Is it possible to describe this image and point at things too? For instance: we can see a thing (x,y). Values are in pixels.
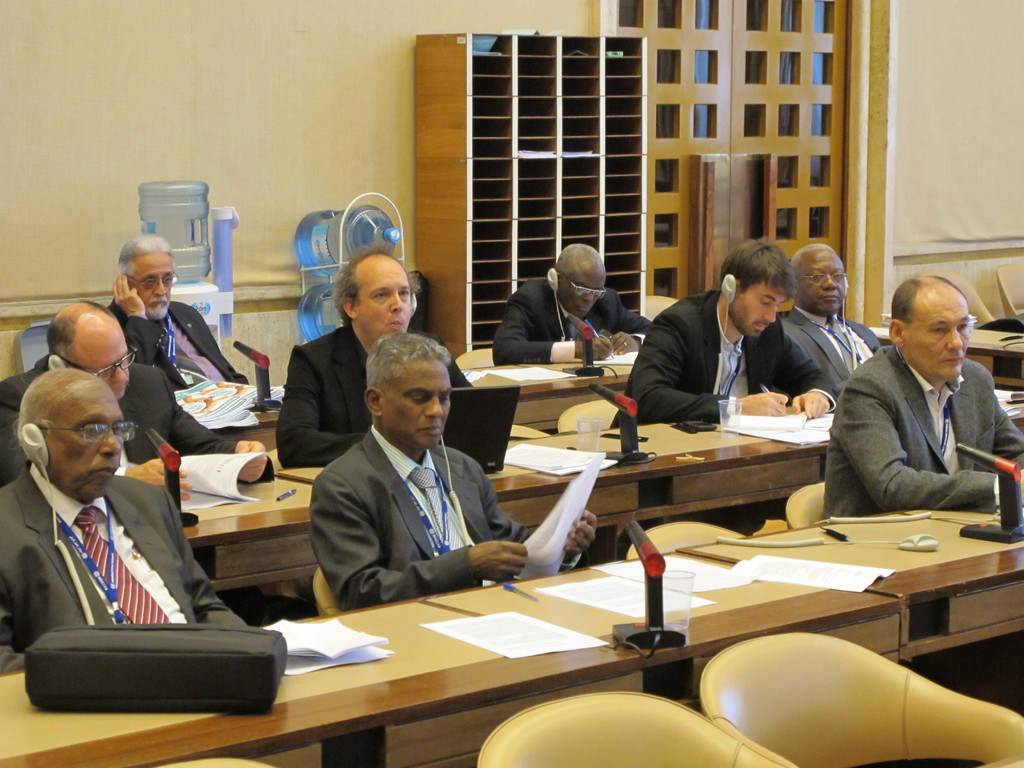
In the image there are few men (360,419) sat on chairs (331,592) in front of table (971,574) which had paper (617,602), light (656,593) and mouse (919,543) on it and the back side near the wall (261,254) there are water filters (202,255) and beside them there is a rack shelf (581,196), this seems to be a meeting hall (911,199).
